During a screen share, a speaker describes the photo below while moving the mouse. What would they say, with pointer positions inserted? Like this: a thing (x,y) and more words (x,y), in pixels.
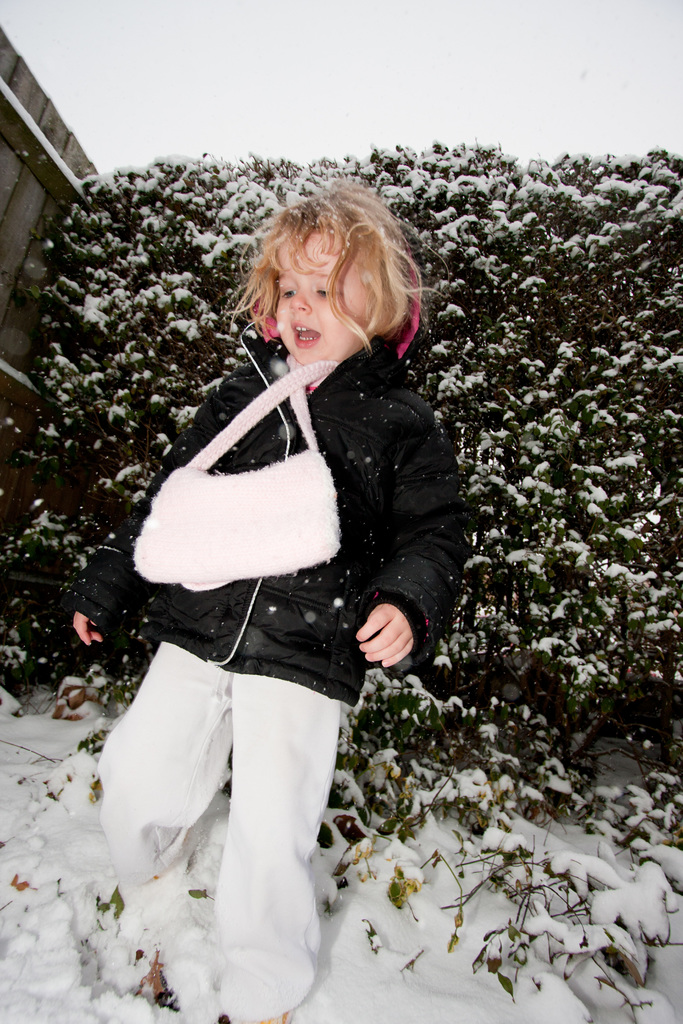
In this image we can see a child (340,653) on the snow (77,832), there are trees (493,333), a wooden fence (55,126) and the sky (287,143) in the background (300,42).
